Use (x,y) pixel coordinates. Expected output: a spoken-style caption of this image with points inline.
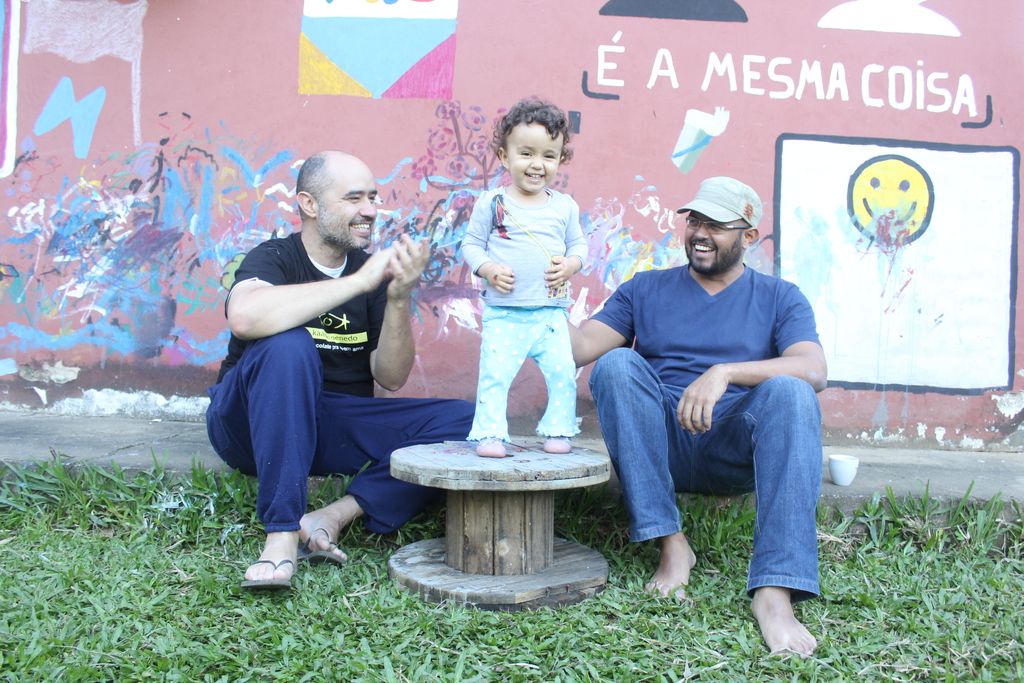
In the foreground (332,206) I can see two persons (363,198) are sitting on a ledge (720,490) and one kid (561,424) is standing on a wooden wheel (529,526). In the background (915,425) I can see a wall (770,148) and paintings (212,238). This image is taken may be during a day on the ground (461,624).
